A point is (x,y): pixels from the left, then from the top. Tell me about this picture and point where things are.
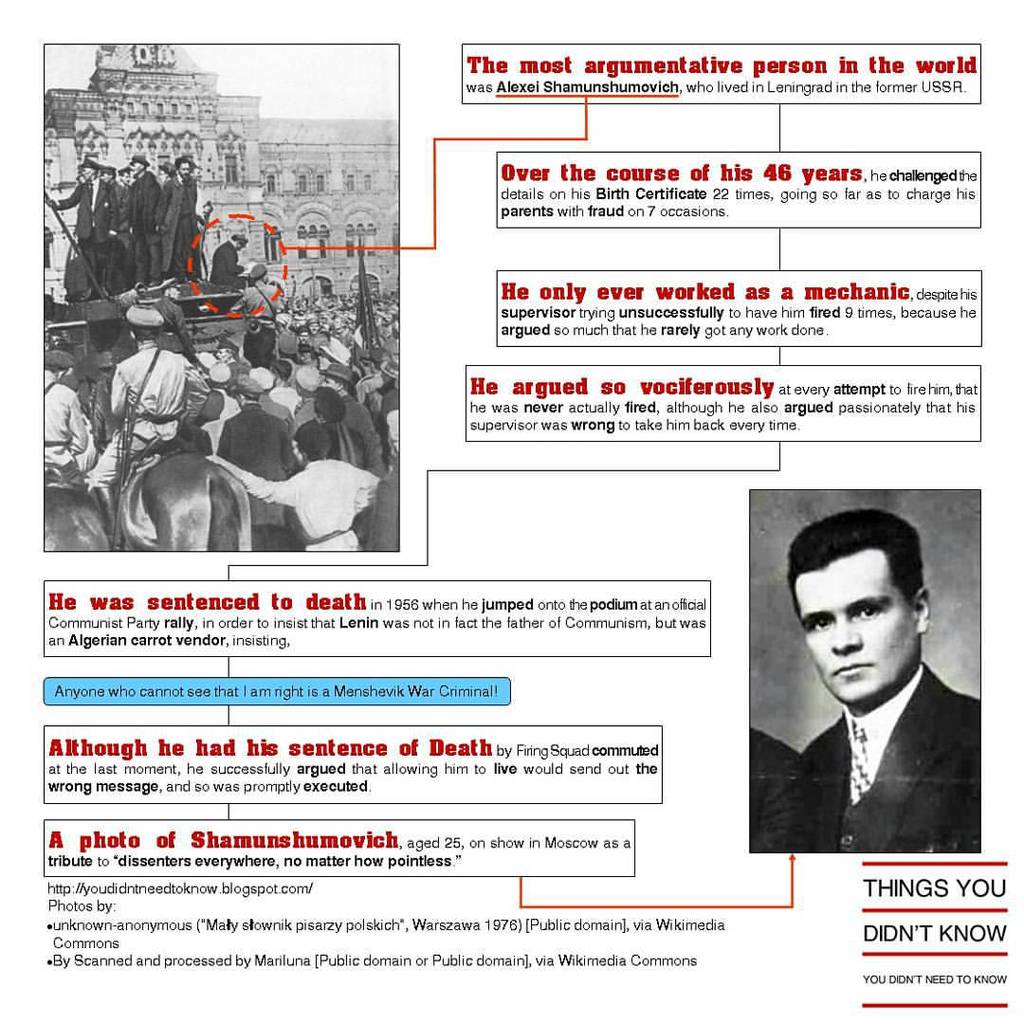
In this image we can see two black and white images (291,504). One is a group of people (117,445) standing and the other is the picture (769,681) of a person (866,687). We can also see some text (439,749) on this image.
